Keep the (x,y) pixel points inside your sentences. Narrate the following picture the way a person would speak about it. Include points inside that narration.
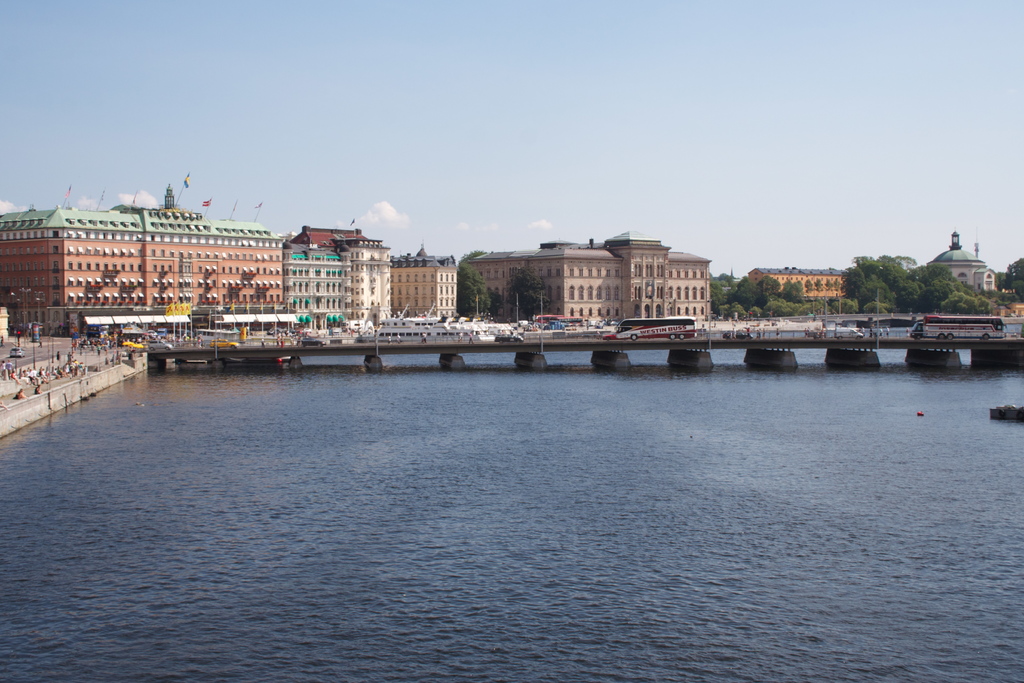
In this picture I can see the water (395,454) in front (323,481) and in the middle of this picture (673,346) I see a bridge (833,338) on which there are number of vehicles (929,320) and on the left side of this image (74,373) I see few people (59,374) and I see the buildings (640,269) and the trees (776,290). In the background (581,125) I see the sky (581,125).
